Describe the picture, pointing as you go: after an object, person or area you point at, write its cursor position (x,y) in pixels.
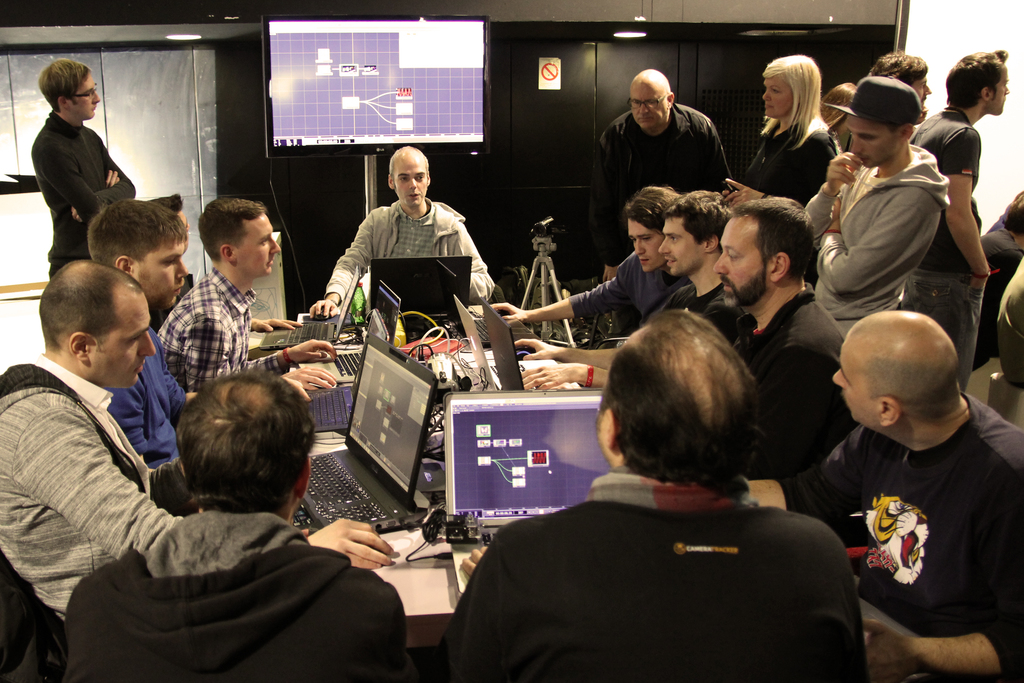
I can see a group of people (835,281), Who are standing and sitting in chairs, laptops (408,452), after that i can see a camera (543,229) next i can see a television (344,150), few cupboards (675,80), lights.
